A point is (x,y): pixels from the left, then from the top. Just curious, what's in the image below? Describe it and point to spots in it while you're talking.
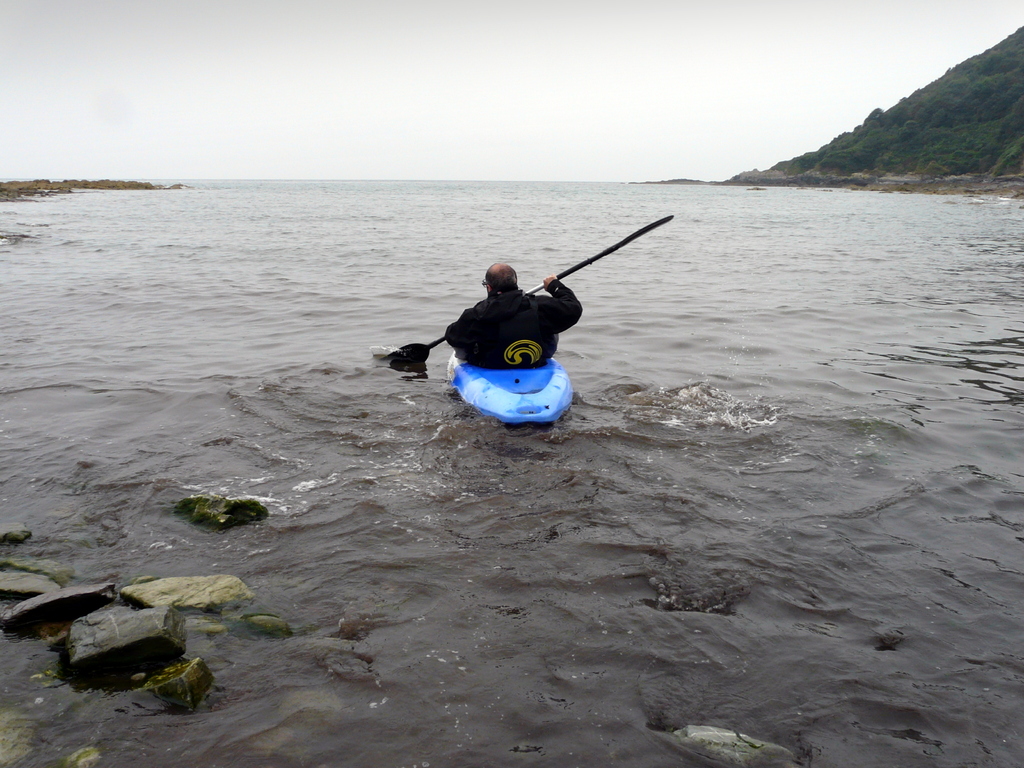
In this image we can see a person (472,334) wearing black color jacket (482,351) sitting in blue color boat (467,367) holding a paddle (425,359) and doing kayaking, on right side of the image (921,107) there is mountain (1014,111) and in the background of the image (537,93) there is sky (115,176).
